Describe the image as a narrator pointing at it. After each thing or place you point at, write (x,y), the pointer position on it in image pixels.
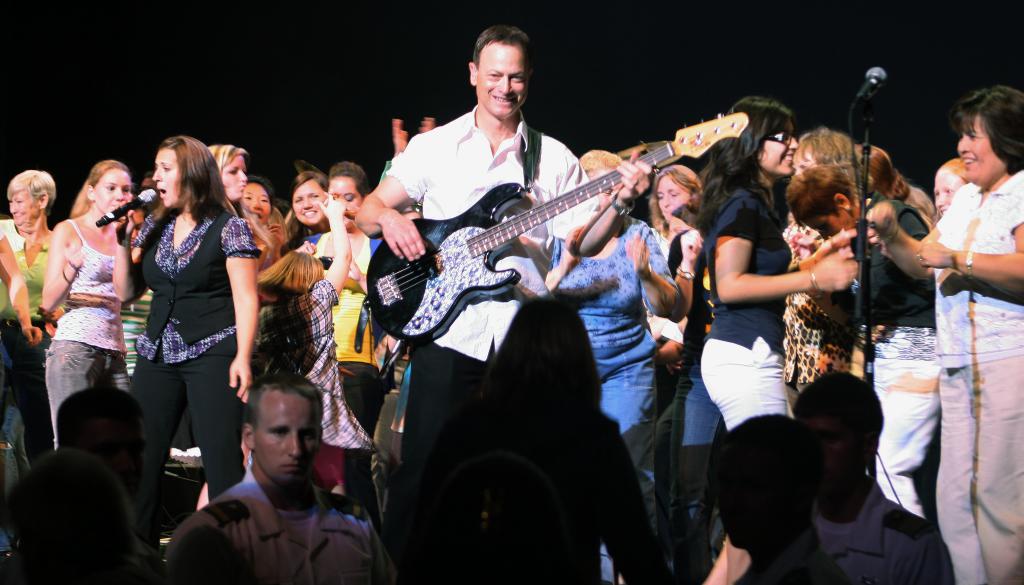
In this picture I can see few people (987,181) are standing and I can see a man (627,173) playing guitar (602,186) and a woman (217,312) singing with the help of a microphone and I can see another microphone (870,81) to the stand (868,129) and I can see a woman (754,339) wore a bag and I can see dark background (213,43).
